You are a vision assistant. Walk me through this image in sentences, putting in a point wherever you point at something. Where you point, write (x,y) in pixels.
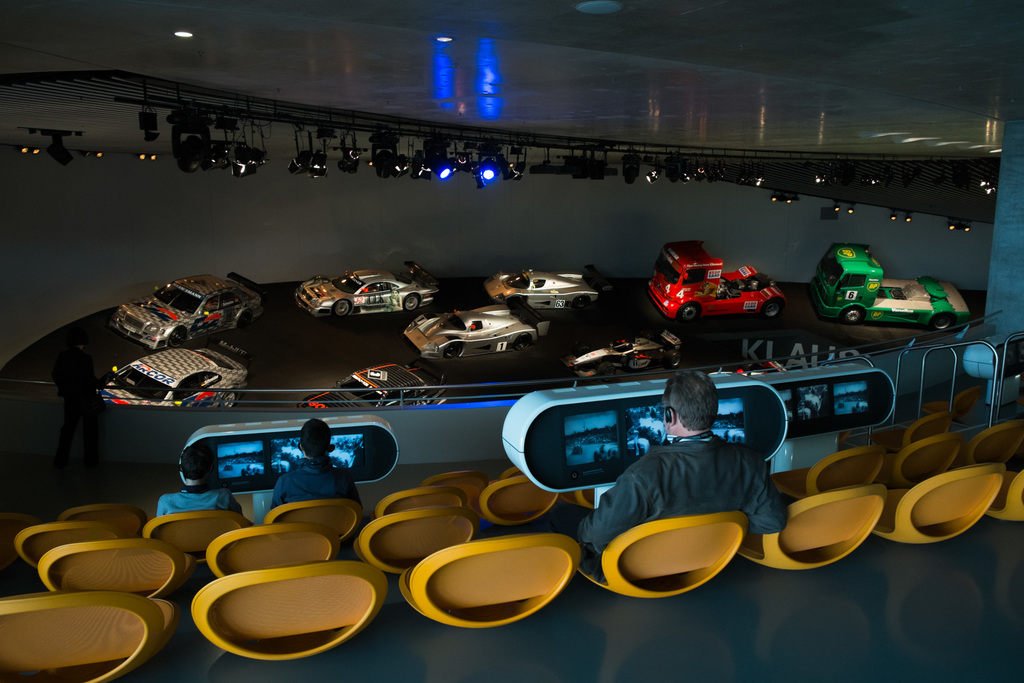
In this image we can see chairs (463,514). Three persons (693,507) are sitting. There are screens (341,458). Also there are railings (855,355). In the back (73,388) there is a person (91,367) standing near to the railing (423,399) and wall (484,418). There are vehicles (423,326) on a platform (276,312). On the ceiling (311,91) there are lights (190,139).
